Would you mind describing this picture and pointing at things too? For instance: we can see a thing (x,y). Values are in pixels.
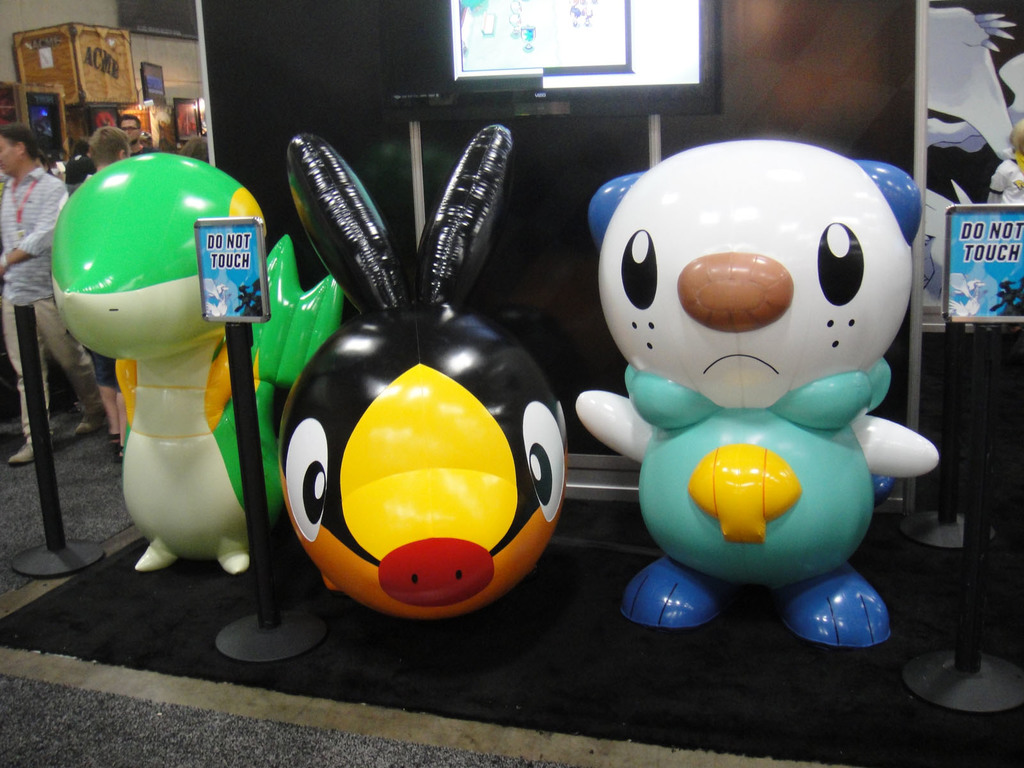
In this image there are toys (435,461), boards (959,299) with the poles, television (479,66), group of people (127,144) standing on the carpet (429,752).
